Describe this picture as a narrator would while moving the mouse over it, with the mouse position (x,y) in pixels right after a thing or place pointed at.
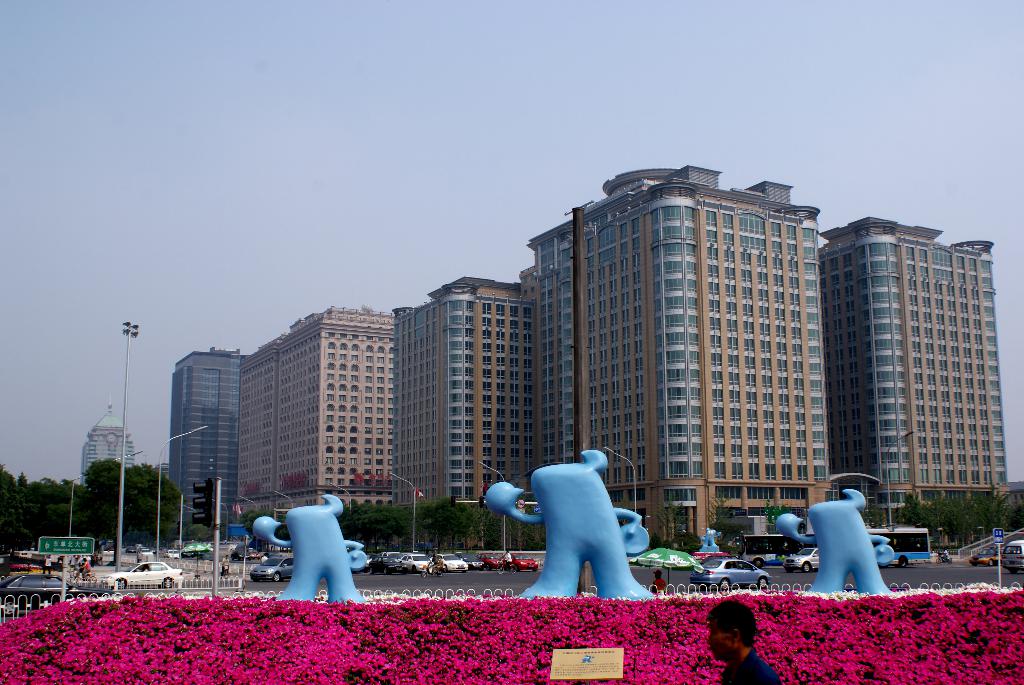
In this picture I can see at the bottom (746,626) there is a man (733,635) and it looks like there are flowers (524,630). In the middle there are statues (836,547), few vehicles (445,554) are moving on the road (422,586). In the background (448,535) there are trees (167,487) and buildings (505,352), at the top (409,156) there is the sky (444,158).
